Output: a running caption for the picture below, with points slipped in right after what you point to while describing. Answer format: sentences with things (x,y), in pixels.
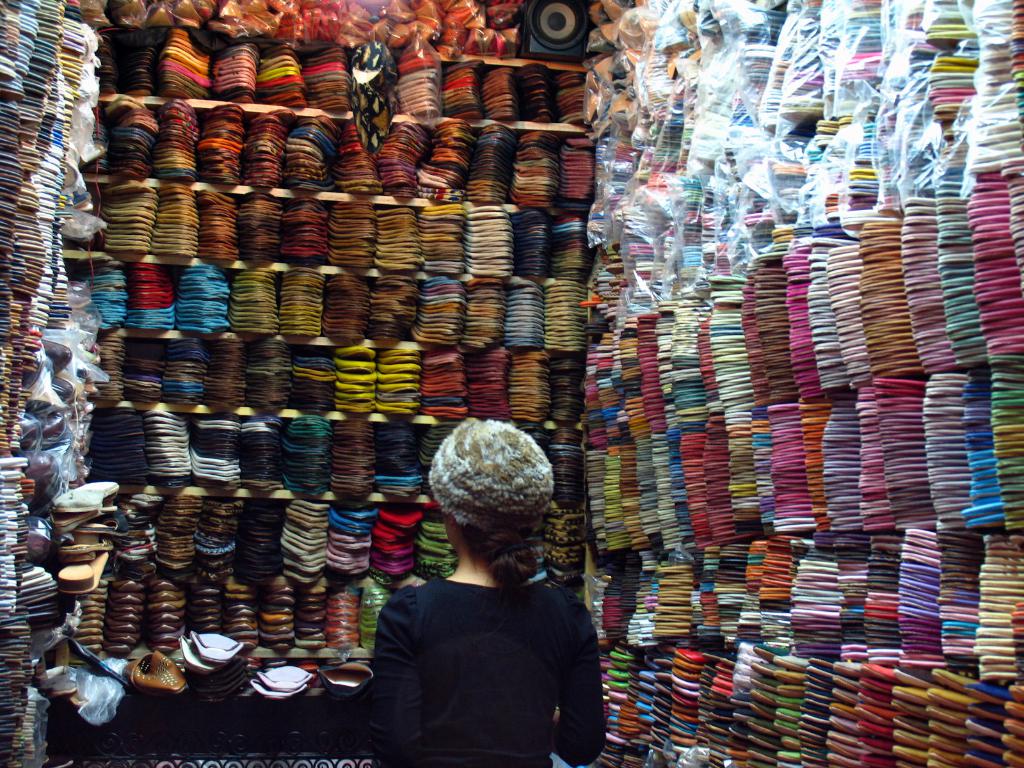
In this image we can see a girl (546,693) standing. She is wearing a cap (489,522). In the background (591,385) there is a rack (141,405) and we can see slippers (732,340) and some covers (790,141) placed in the racks (518,61). At the top (544,45) there is a speaker (562,30).
